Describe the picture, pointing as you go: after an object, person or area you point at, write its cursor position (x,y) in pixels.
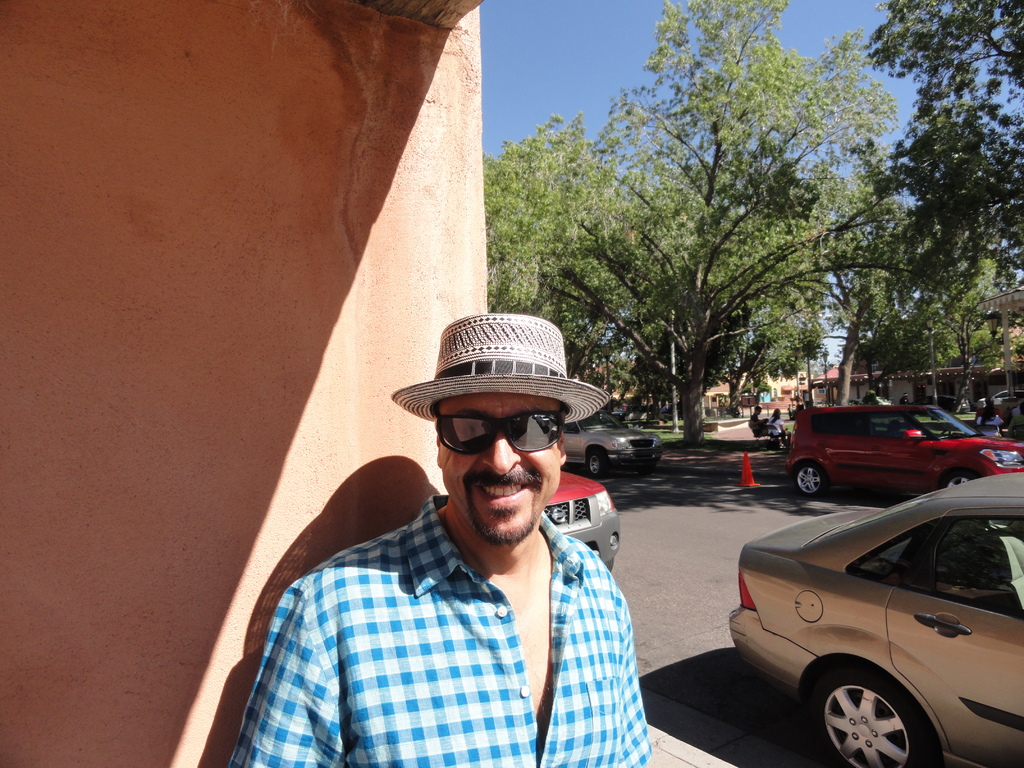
In the background (793,73) we can see a clear blue sky (562,36), trees (927,190), houses (927,387) and people (784,444). We can see cars (850,542) and traffic cone (742,473) on the road (758,490). On the left side of the picture (89,401) we can see a wall (478,305) and man (494,405) standing, wearing a shirt (559,640), hat (537,375) and goggles (528,419). He is smiling.
